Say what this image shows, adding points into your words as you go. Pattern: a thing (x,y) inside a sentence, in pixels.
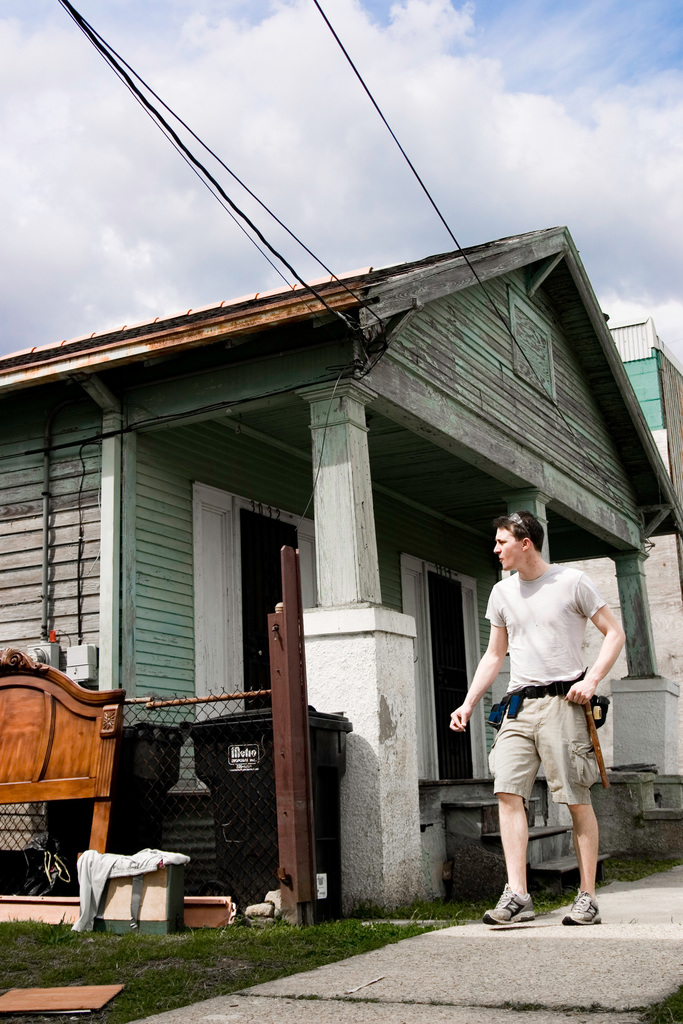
In this image there is the sky (342,142), there are clouds (309,128) in the sky (319,126), there is a building (658,355) truncated towards the right of the image (673,395), there is a house (378,577), there is a person (545,719) walking, there is grass (181,952), there are wires (145,83) truncated, there are doors (252,569), there are objects (62,728) truncated towards the left of the image (65,770), there are objects (98,882) on the grass (157,955).
